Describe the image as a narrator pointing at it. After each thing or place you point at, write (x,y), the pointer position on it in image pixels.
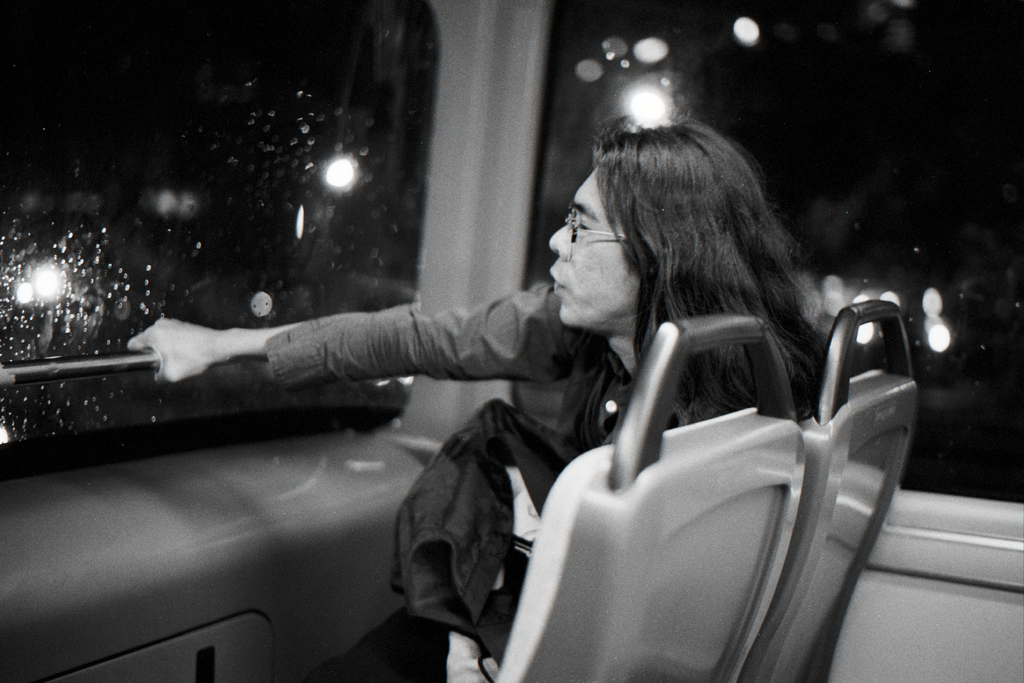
It is a black and white image and in this image we can see a woman (760,283) sitting inside the vehicle (454,432) and holding the rod (87,365). Lights (345,171) are also visible in this image.
